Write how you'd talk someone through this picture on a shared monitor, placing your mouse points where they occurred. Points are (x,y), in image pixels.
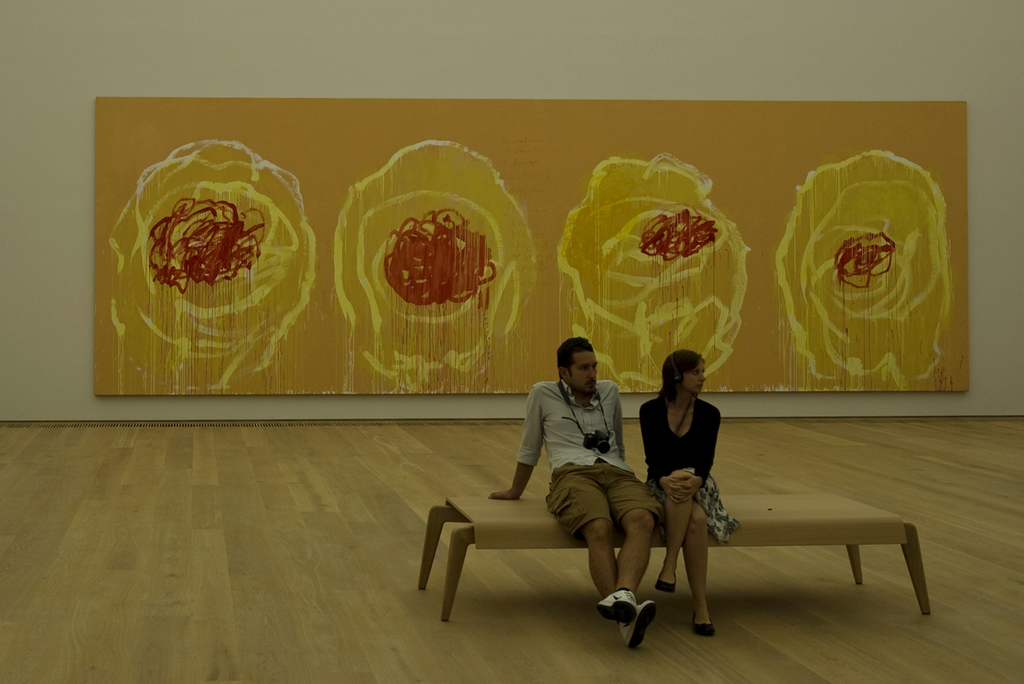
There is a man (590,505) and a woman (708,482) sitting on a bench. Man (606,417) is wearing a camera (599,436). And the woman (683,413) is wearing a headphones (677,379). In the back (210,60) there's a wall (168,94). On the wall (172,90) there is a painting (409,288).
